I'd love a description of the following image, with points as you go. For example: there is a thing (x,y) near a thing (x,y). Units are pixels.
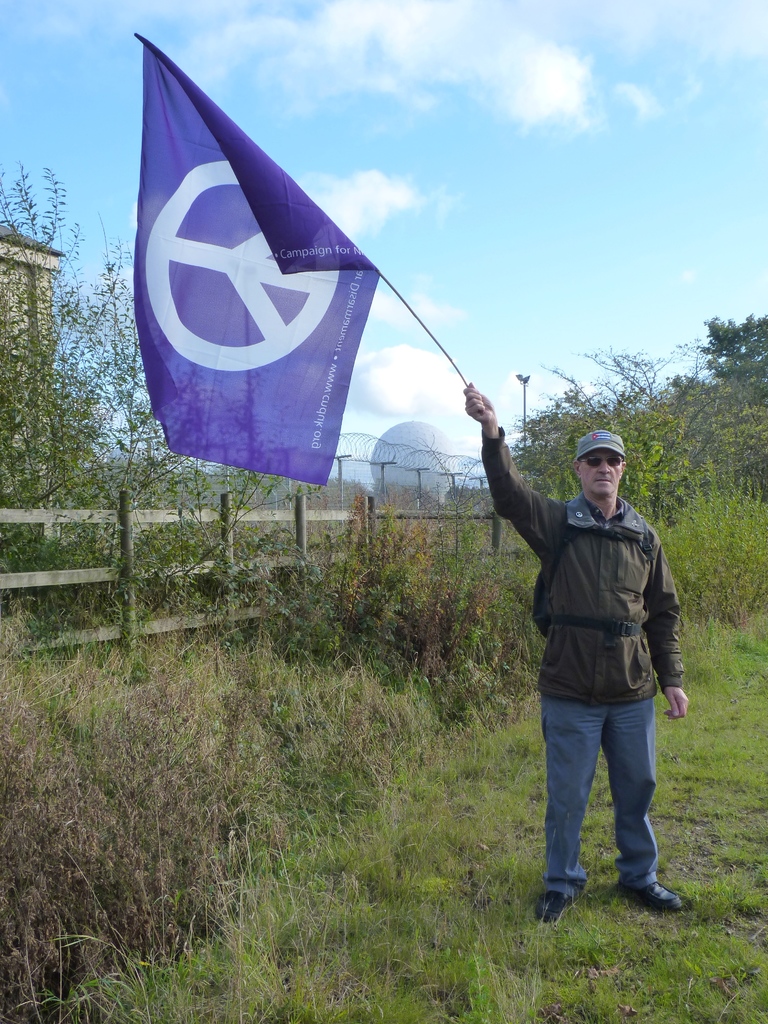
Land (494,920) is covered with grass (535,829). This person (566,820) is standing and holding a flag (309,230). Background (37,568) we can see plants (701,473), fence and trees (538,454). Sky (524,74) is cloudy.
